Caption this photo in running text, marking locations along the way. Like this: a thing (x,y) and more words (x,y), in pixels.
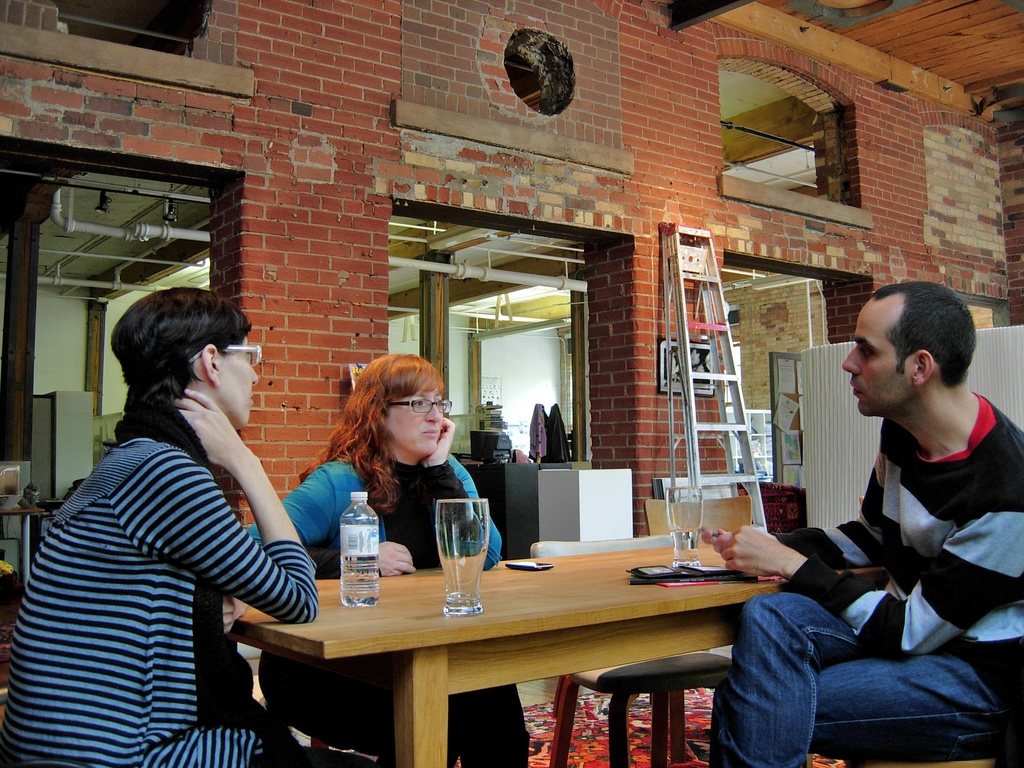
In this picture we can see one men (919,591) and two women (356,484) sitting on chair (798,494) and in front of them there is table (386,615) and on table (402,621) we can see bottle (378,523), glass (672,507), device (536,565) and in background (582,210) we can see wall (641,246), ladder (698,470), board (783,354), frame (662,363), pillar (428,289), pipes (532,279).
